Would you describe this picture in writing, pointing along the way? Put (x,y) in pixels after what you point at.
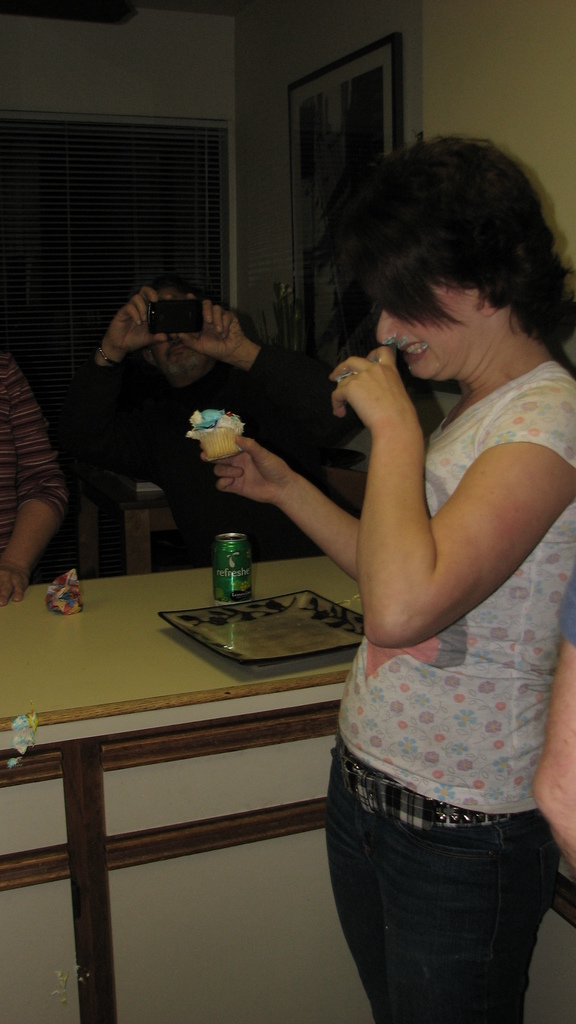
In this image I can see there are few persons (259,505) visible in front of the table (226,668), on the table (214,663) I can see coke tin (239,579) and tray (245,610) and a woman (453,411) she is smiling and she holding a cake piece (214,436) and a person (172,381) wearing a black color t-shirt (136,416), holding a camera (173,306) and I can see the wall (551,22) and photo frame (325,82) attached to the wall (263,156).
